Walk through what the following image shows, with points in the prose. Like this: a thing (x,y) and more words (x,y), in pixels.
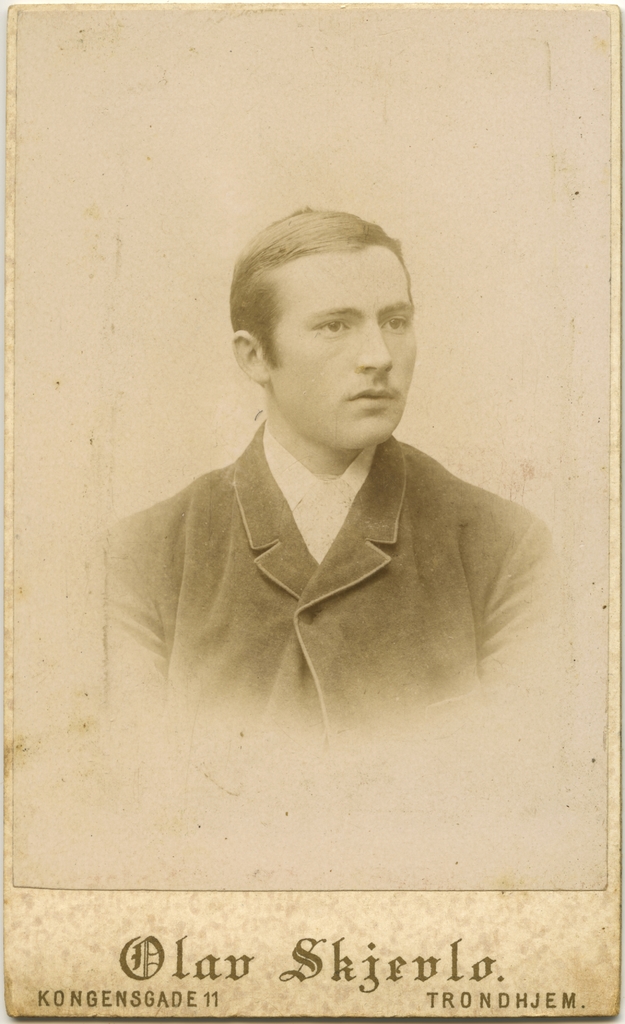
In this image, we can see a poster (334,647) with some image (339,715) and text (153,962).
